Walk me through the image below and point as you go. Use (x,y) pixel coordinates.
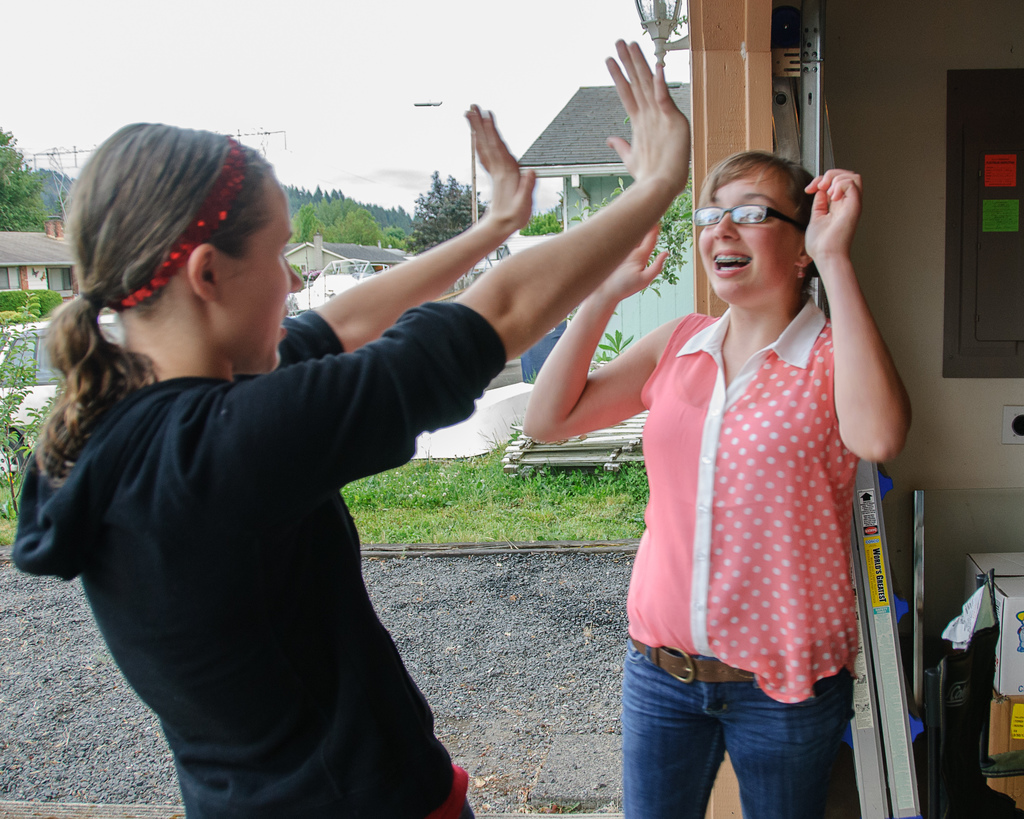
In this image we can see two girls (710,421) are standing. One girl (792,386) is wearing top (755,553) and jeans (778,770) and the other one (333,419) is wearing black color dress (313,436). In the background (368,238), we can see buildings (41,247), grassy land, trees (419,216) and a pole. At the top of the image (333,56), we can see the sky (541,25) and a light (644,11). On the right side of the image (919,752), we can see some objects (947,663) and a wall (937,310).
